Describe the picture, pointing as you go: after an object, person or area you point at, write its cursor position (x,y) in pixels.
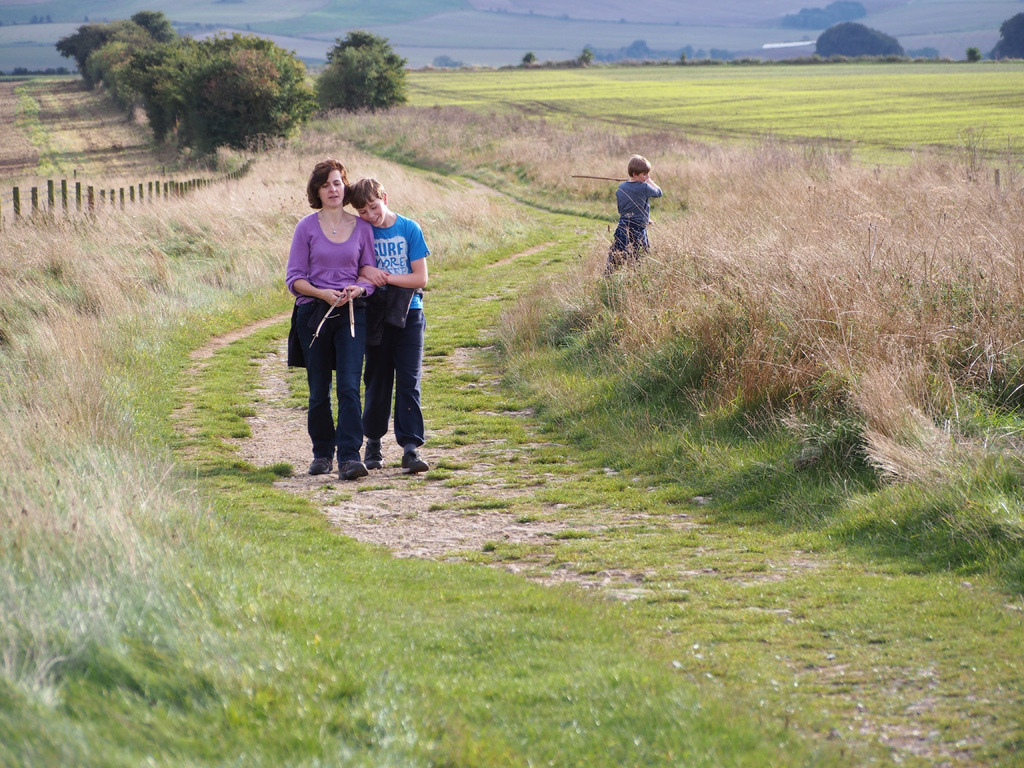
In the picture we can see a grass surface (622,506) on it, we can see some part of the path (917,687) and on it we can see a woman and a boy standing together and some far away from them, we can see another boy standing in the grass (911,403) and besides them we can see full of grass plants (889,345) and in the background (984,98) we can see trees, plants (456,115) and crops (974,106).
